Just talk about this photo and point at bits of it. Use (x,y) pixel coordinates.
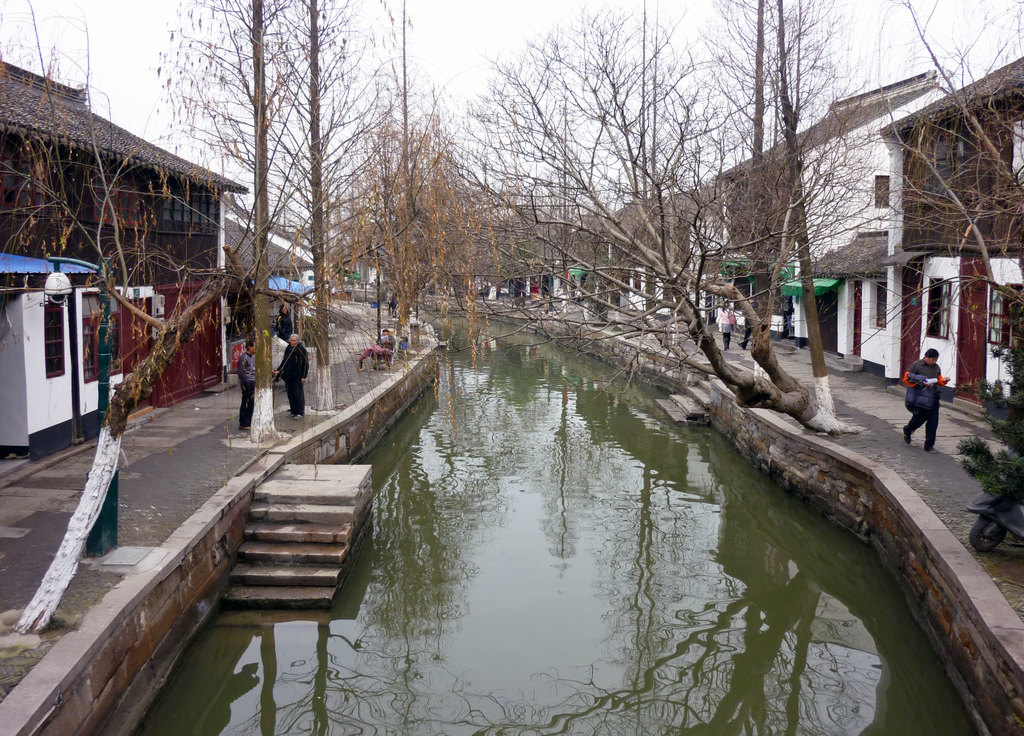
In this image I see the path (341,381) on which there are few people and I see the water (447,494) over here and I see the steps (677,396) and I can also see the trees (983,482) and I see a light pole (109,361) over here and I see number of buildings (32,399). In the background (658,109) I see the sky (74,70).
